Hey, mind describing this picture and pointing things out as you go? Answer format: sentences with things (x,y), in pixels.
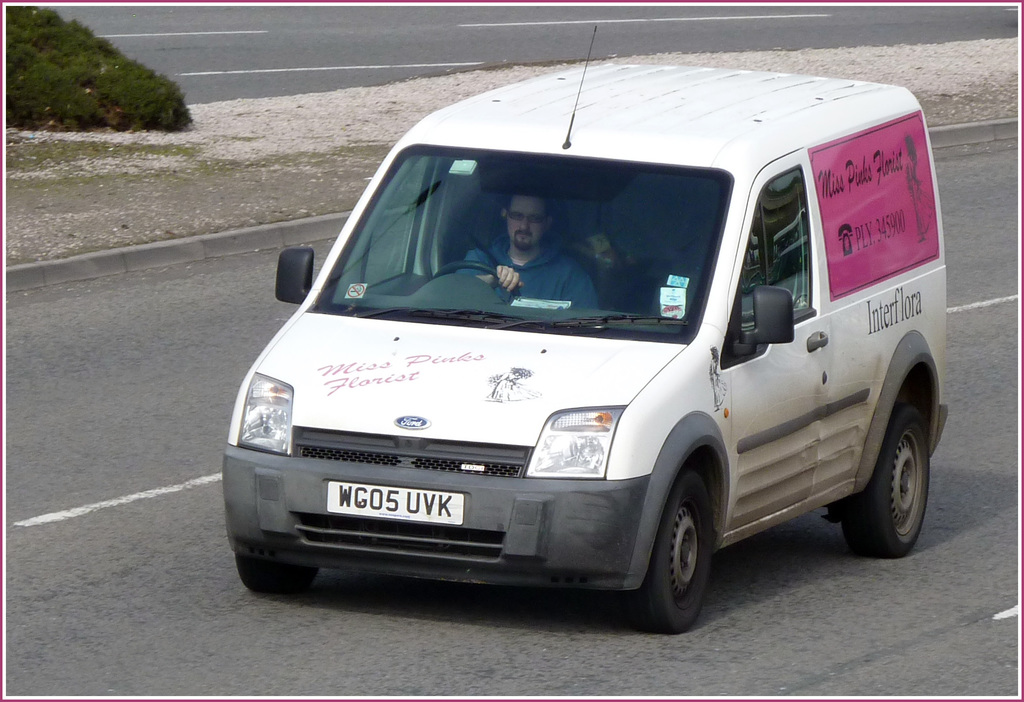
In this picture i can see a white color car (735,475) moving on the road (963,694) and we see a man (518,249) driving the car (539,303) and we see text (403,380) on the car (884,303) and a plant (66,124) on the side.
